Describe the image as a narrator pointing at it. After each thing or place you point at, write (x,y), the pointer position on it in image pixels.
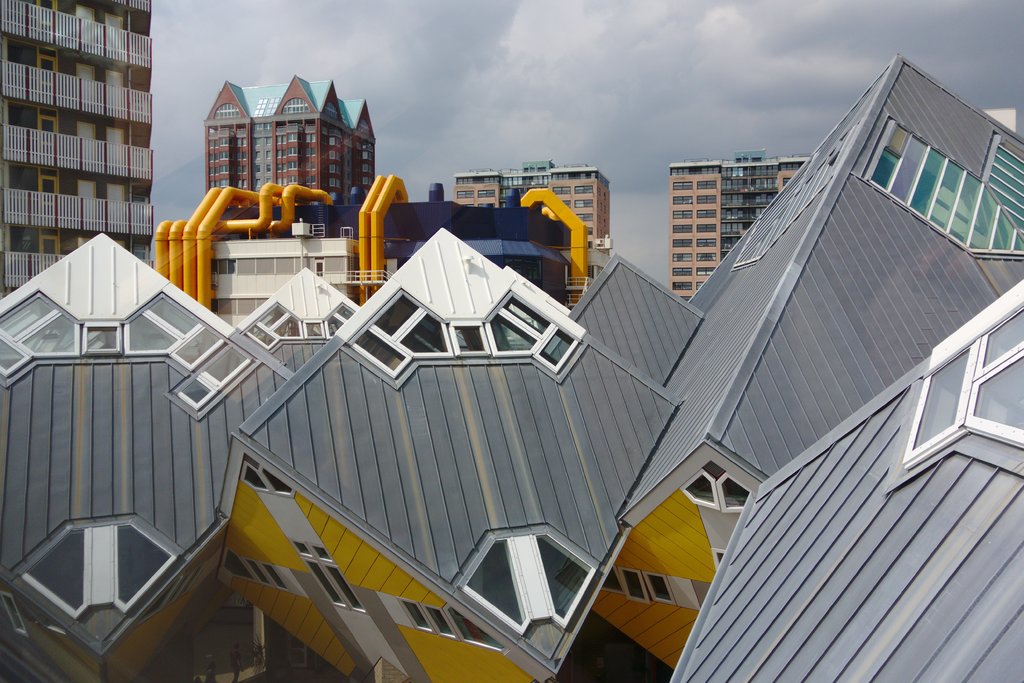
In this image there are buildings (630,366) and the sky (649,188) is cloudy.
